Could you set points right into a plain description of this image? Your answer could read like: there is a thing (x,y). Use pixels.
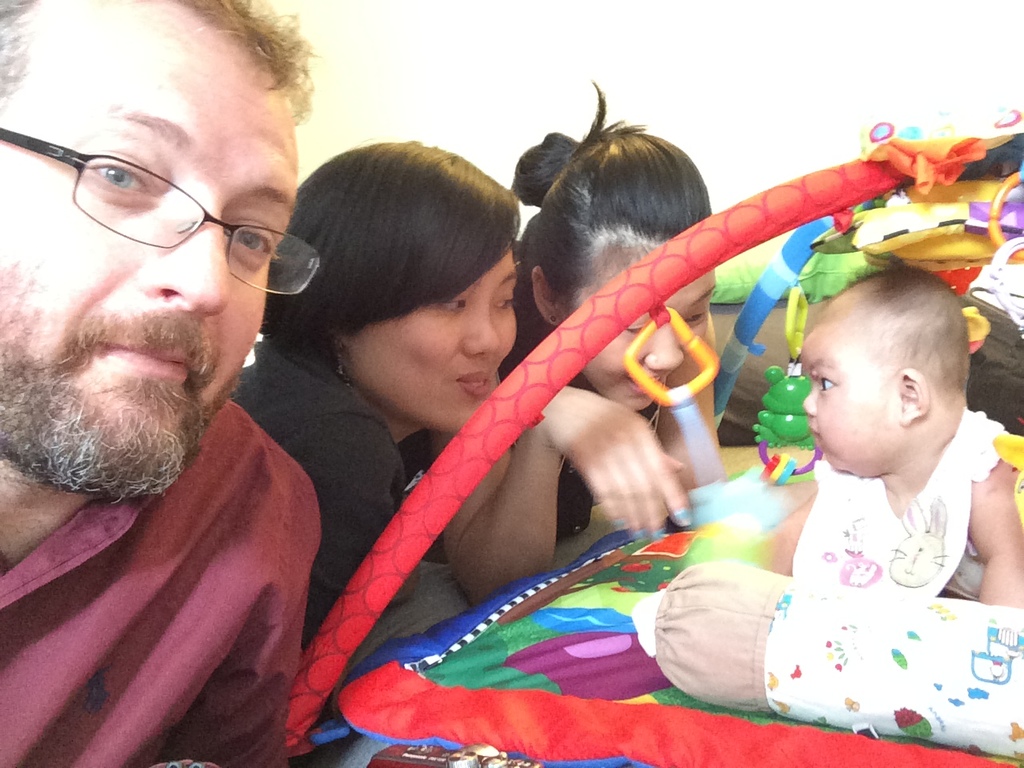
Here in this picture on the right side (917,461) we can see a baby (810,494) present on the bed (504,709) over there and on the left side (322,576) we can see three people (226,519) present and all of them are smiling and the person (196,424) in the front (248,285) is wearing spectacles (250,265) on him and we can also see cushions (724,611) and toys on the bed (588,608) over there.
